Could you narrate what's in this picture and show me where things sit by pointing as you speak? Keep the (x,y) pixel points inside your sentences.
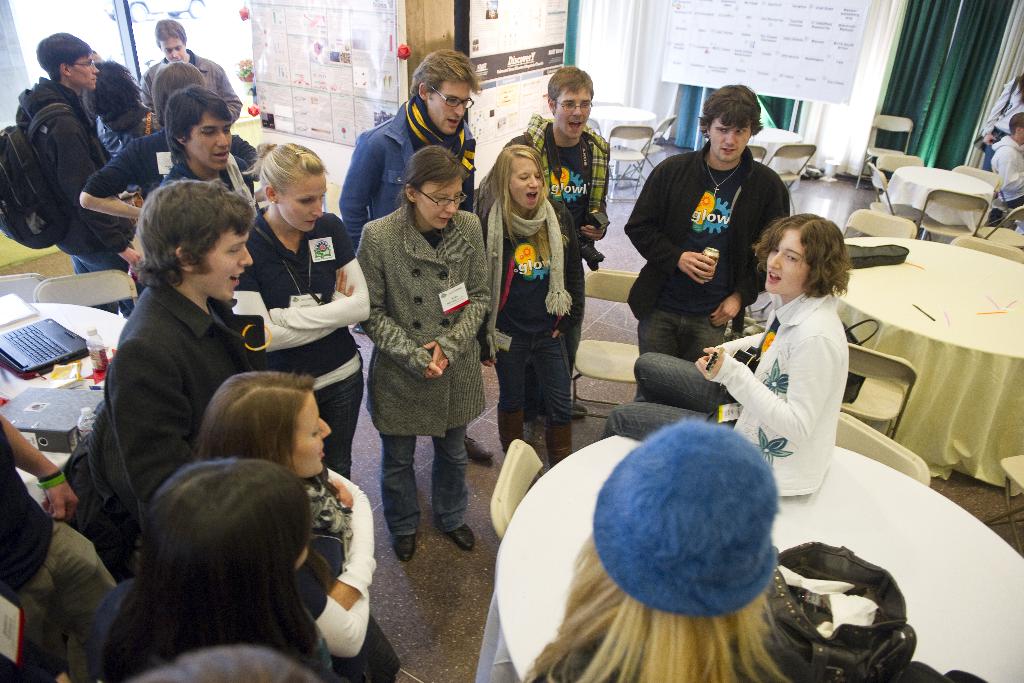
In this picture we can see a group of people (285,597) standing on the floor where a woman (822,232) sitting on a table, bags (45,224), laptop (70,348), bottle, file (49,446), chairs (72,302), tables (110,341) and in the background (929,70) we can see curtains (889,83) and posters (351,39).
